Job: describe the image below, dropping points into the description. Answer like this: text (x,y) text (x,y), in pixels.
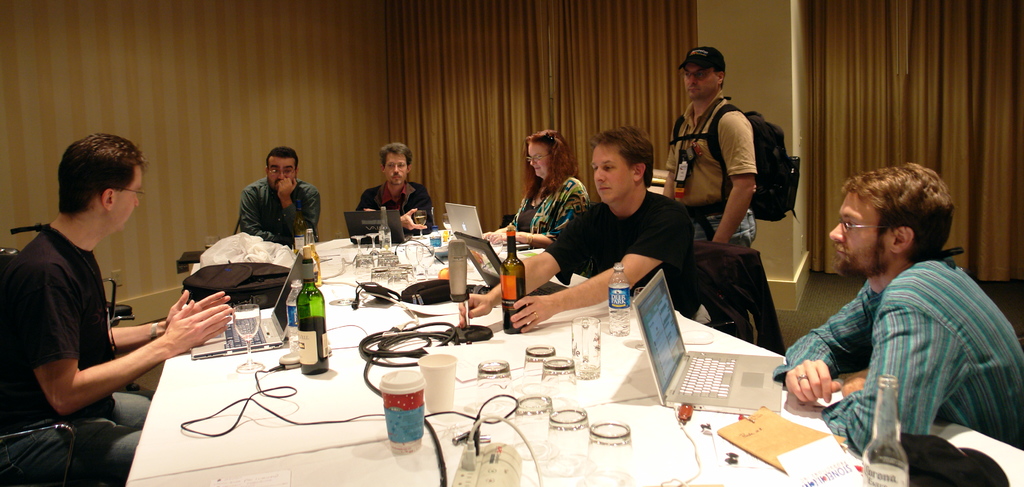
there are so many people (58,350) sitting in chair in front of table (605,375) operating laptops (489,258) and there are some bottle (519,288) glasses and behind them there is a man (702,202) standing wearing a backpack (780,210).
